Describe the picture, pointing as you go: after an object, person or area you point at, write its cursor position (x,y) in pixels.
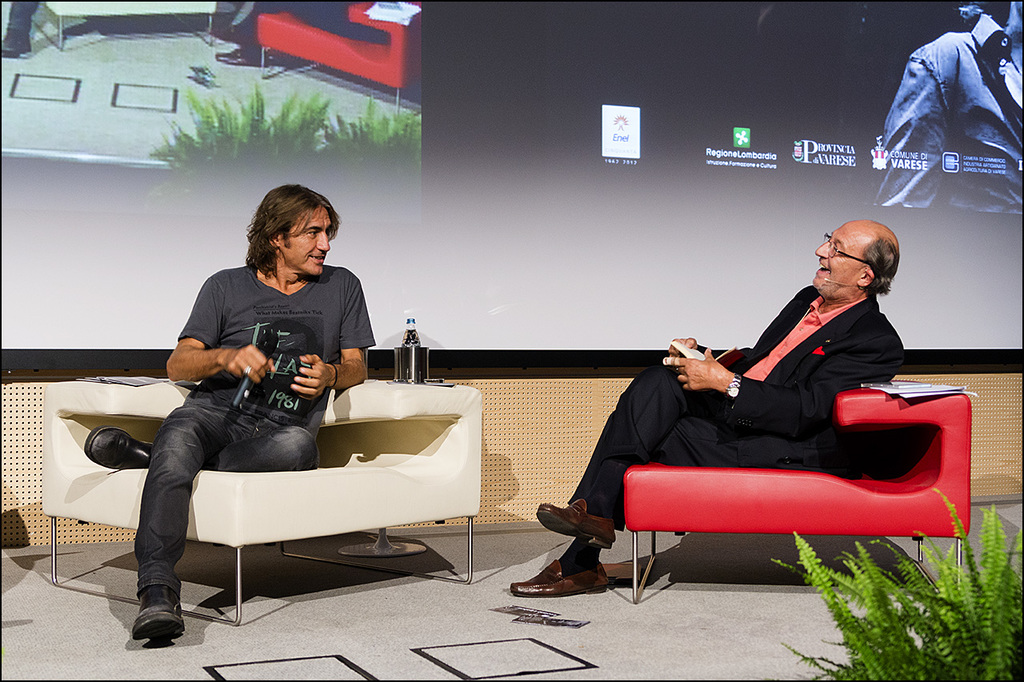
In this image there are two persons (687,442) sitting on the chairs (722,484) and they are holding an object (698,352) in their hand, there are few objects (412,334) placed on the chair (844,398). In the background (625,348) there is a screen (639,345).
